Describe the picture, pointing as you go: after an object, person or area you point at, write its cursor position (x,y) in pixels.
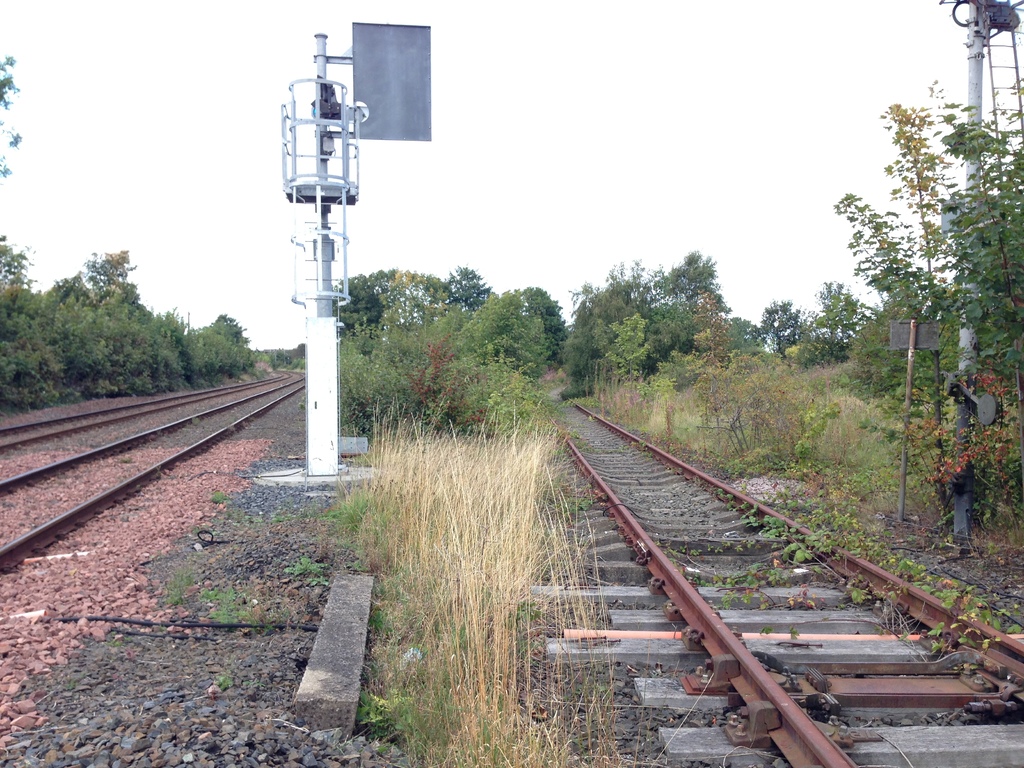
This image consists of tracks (829,626) on the ground (371,681) along with the stones (315,551). In the middle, there is a pole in white color. And we can see the trees (79,380) and grass (415,506). At the top (212,123), there is sky (64,134).
